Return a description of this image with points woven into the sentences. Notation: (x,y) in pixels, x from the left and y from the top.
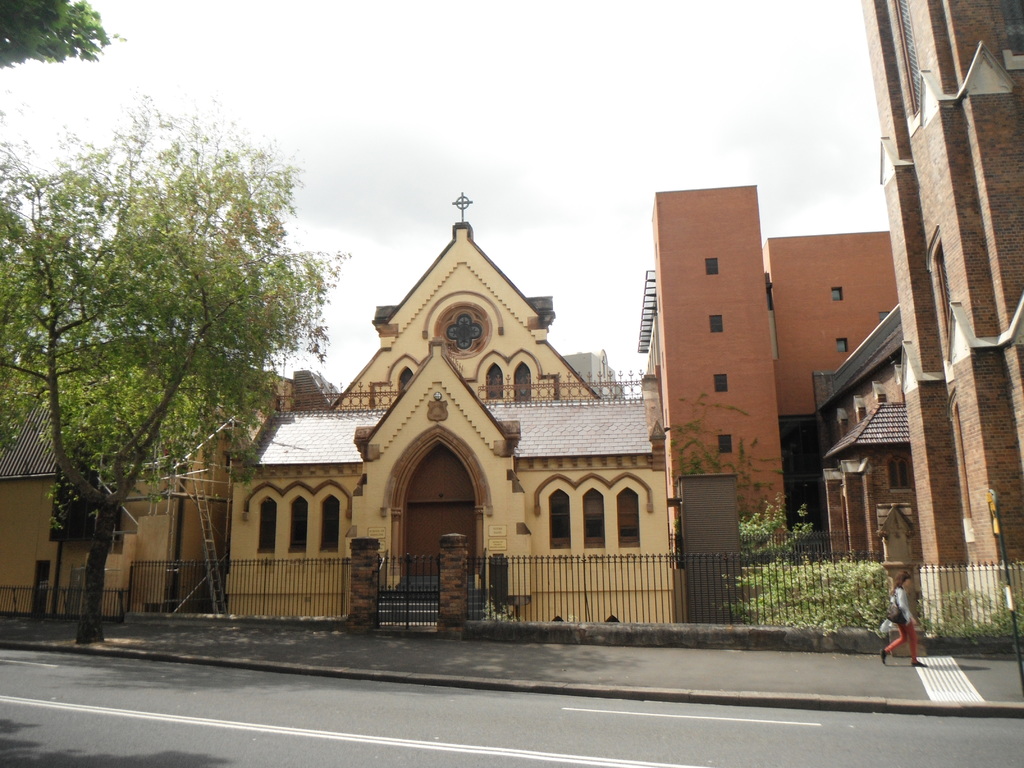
This image consists of many buildings (896,503) along with a tree (215,324). At the bottom (883,749), there is a road (950,719). To the right (895,627), there is a woman (912,633) walking. At the top (416,26), there is a sky (410,116).
